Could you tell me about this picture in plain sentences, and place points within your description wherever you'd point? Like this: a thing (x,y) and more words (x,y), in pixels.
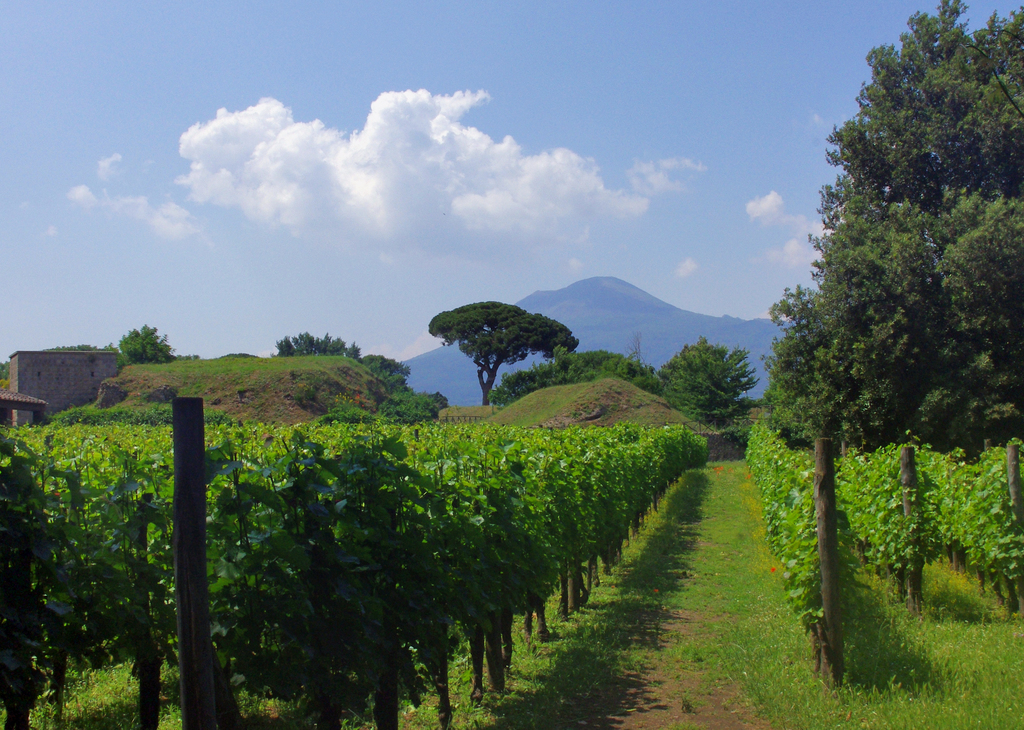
On the left side of the image (35,384) we can see a house (89,399), shed (34,411). In the background of the image (100,438) we can see the hills (272,395), grass (945,659), trees (921,281), plants (935,475). At the bottom of the image (709,684) we can see the path (688,707). At the top of the image (816,172) we can see the clouds (261,182) in the sky (678,53).
